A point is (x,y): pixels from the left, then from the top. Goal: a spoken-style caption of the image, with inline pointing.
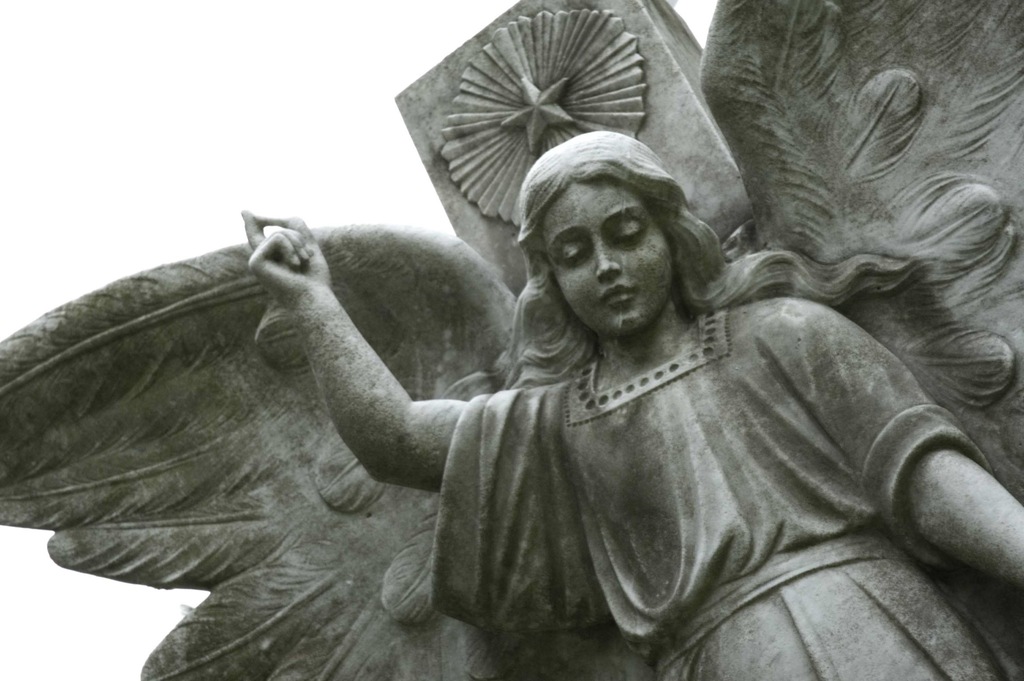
In the foreground of this image (822,435), there is a sculpture (706,417). At the top (253,134), there is the sky (190,126).
